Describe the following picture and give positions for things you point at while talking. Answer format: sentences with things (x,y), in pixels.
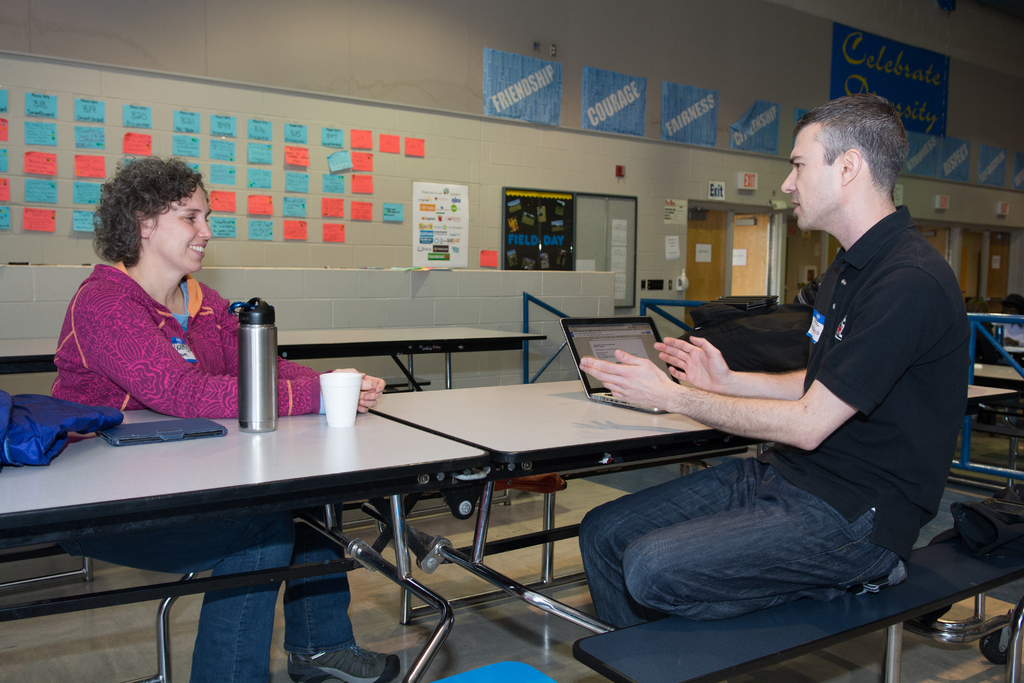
In this picture we can see there are two people (754,492) sitting on benches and in front of the people (630,381) there is a table (379,446) and on the table (471,422) there is a laptop (652,339), glass (334,398), bottle (251,414) and other things (2,431). Behind the people (837,386) there is a wall (332,258) with papers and other things (596,235).
